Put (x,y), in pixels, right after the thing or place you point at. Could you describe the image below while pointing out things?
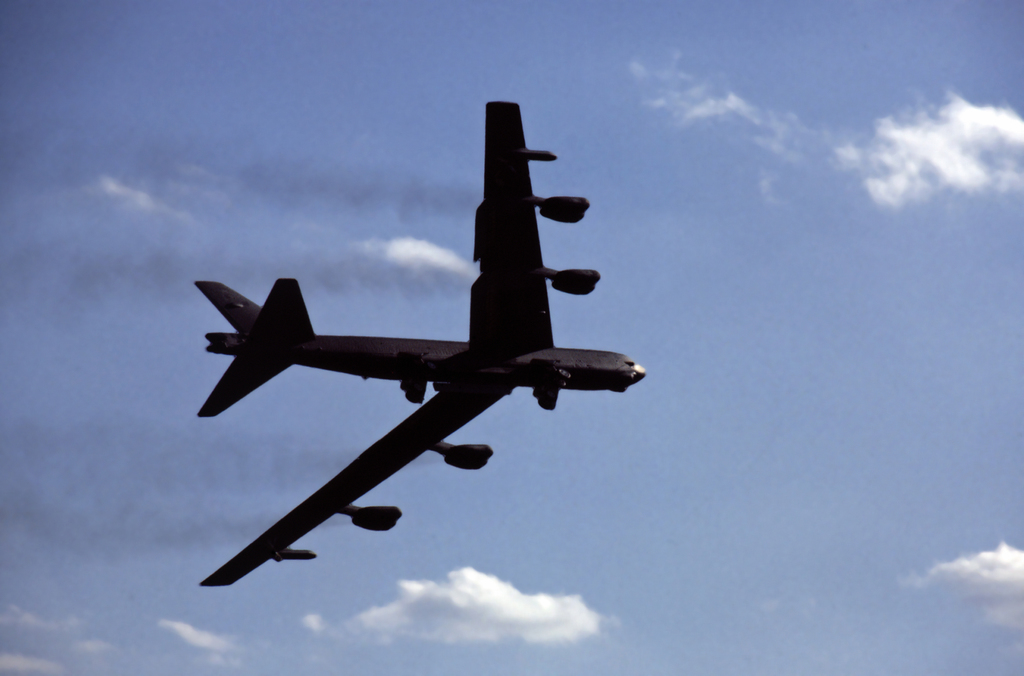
This picture is of outside the city. In the center (485,228) we can see the aircraft (445,363) which is flying in the air (780,256). In the background (369,99) we can see the sky (500,551) and some clouds (975,561).
